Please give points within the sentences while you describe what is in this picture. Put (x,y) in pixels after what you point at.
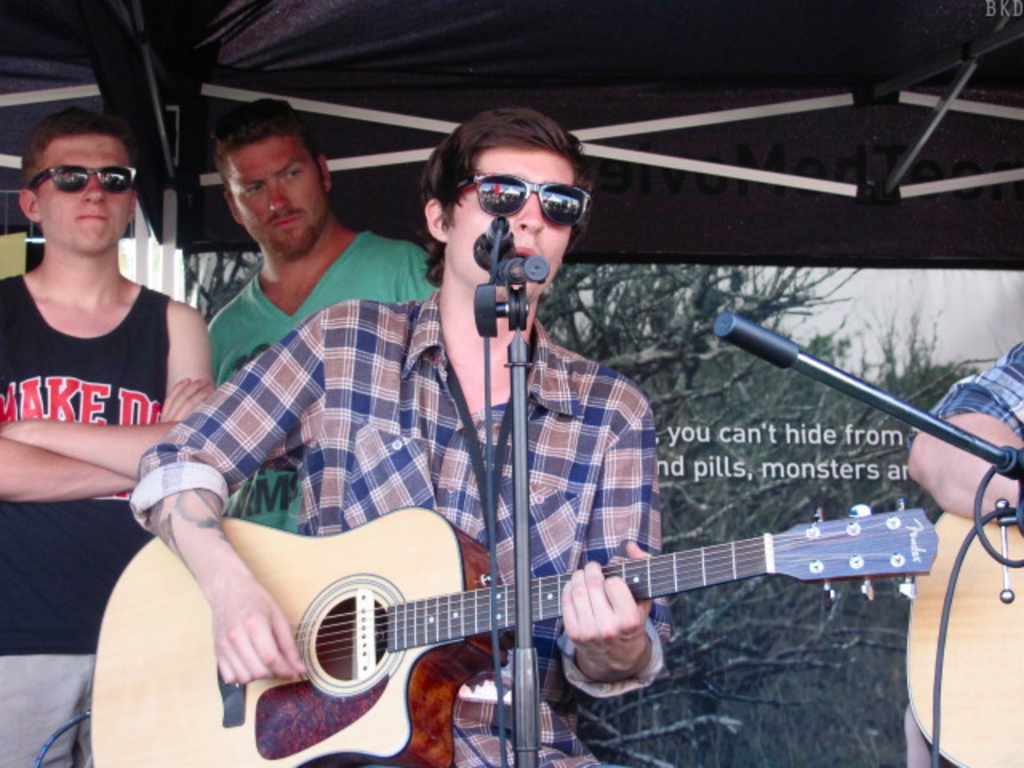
This image consists of a tent (845,174). There are trees (698,674) in the back side (710,485). There are four people (1021,393) in this image. The one who is in the middle (570,426) is playing guitar (490,616) and singing songs. There are two persons (121,141) on the left side (279,341) and one person (920,447) on the right side (951,447). The one who is on the right side (980,434) might also be playing guitar (1017,651).
